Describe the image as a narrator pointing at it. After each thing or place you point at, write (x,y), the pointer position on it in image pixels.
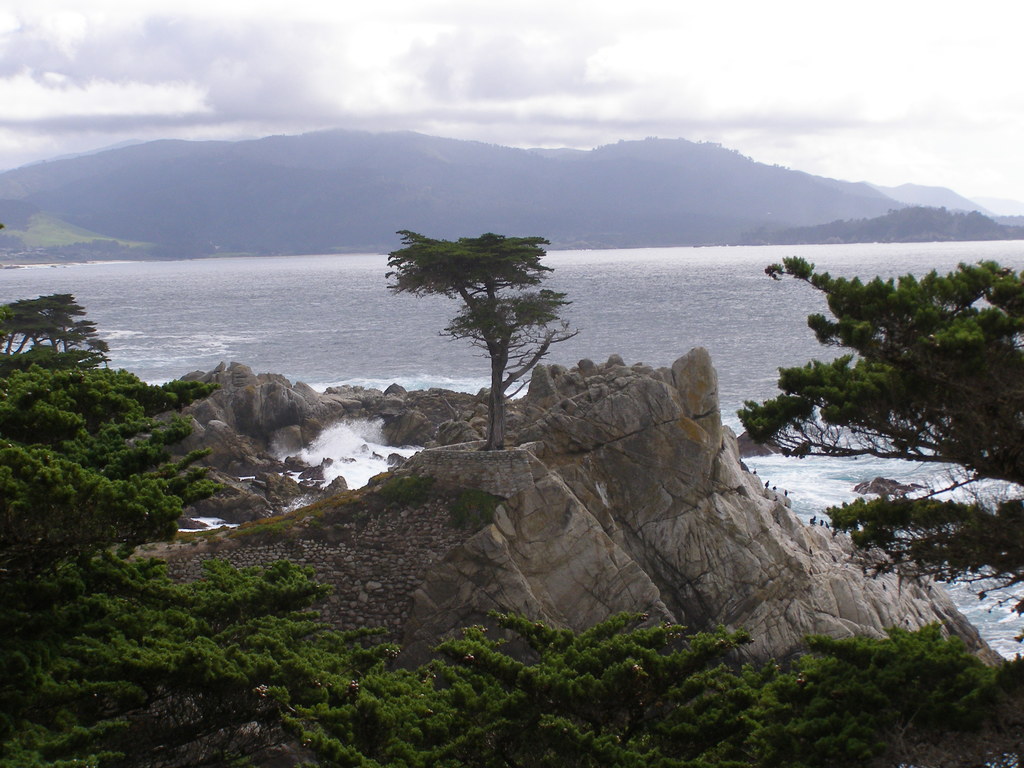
At the bottom of the picture (446,648), we see the trees (549,641). In the middle of the picture (485,409), we see the rocks (501,502) and a tree (483,317). On the right side (840,453), we see the trees (848,318). In the middle of the picture (606,343), we see water (599,307) and this water (625,316) might be in the sea (597,293). There are hills (480,196) in the background (676,244). At the top (783,85), we see the sky (600,80).
